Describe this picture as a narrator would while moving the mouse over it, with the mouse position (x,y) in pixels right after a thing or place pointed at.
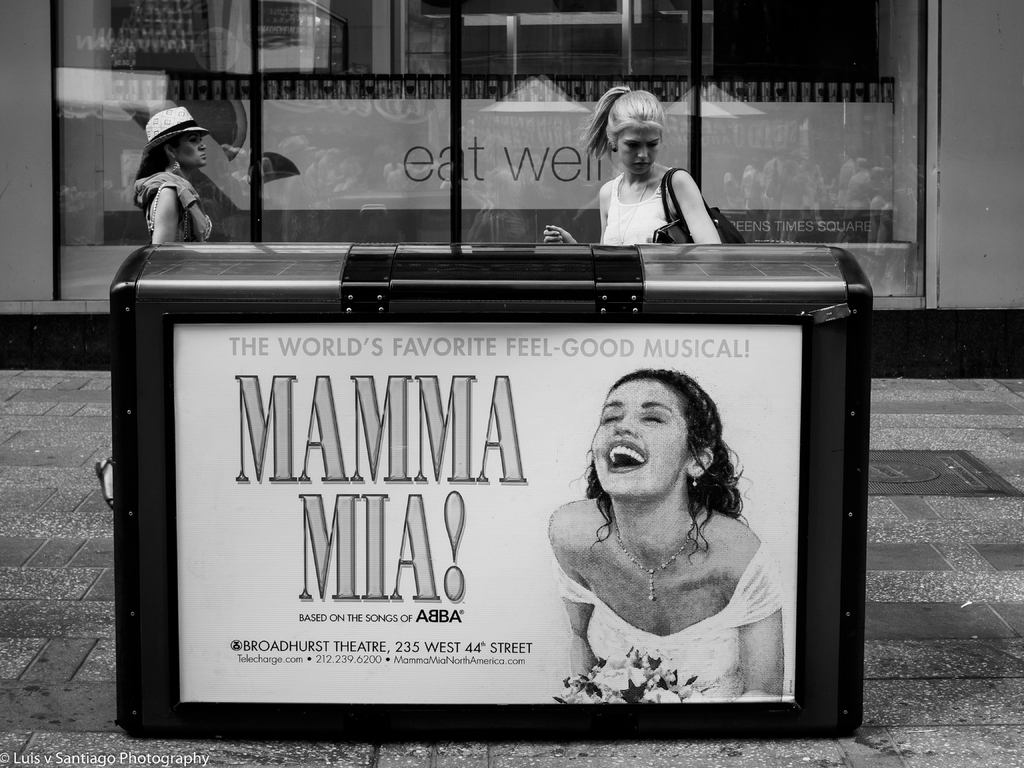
In this black and white image, we can see a box (831,420) contains picture (664,420) of a person (620,564) and some text (503,455). There are two persons (640,157) wearing clothes (185,216) in front of the glass door (509,96).
